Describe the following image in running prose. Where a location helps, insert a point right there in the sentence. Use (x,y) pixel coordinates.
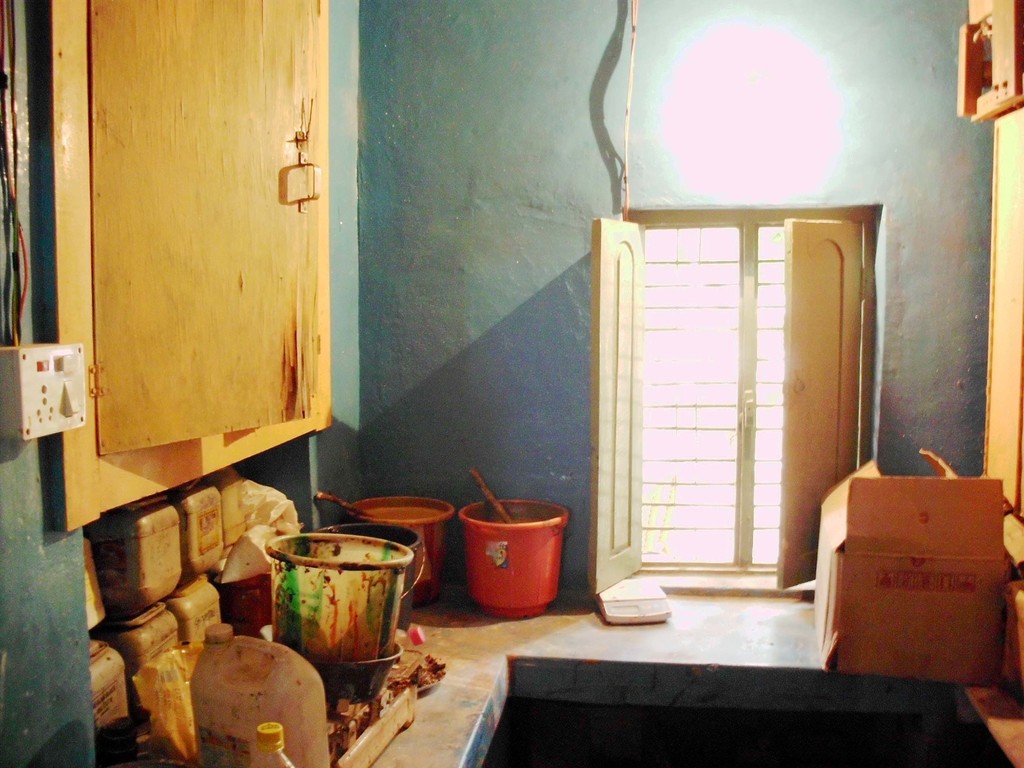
In this image there are a few objects (474,529) on the platform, behind the platform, there are some objects (225,541) in the shelf (219,543). In the background of the image (708,333) there is a window (637,408) with grill (695,309) on the wall (573,347), a switchboard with cables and cupboards (211,383) on the wall (878,75).
